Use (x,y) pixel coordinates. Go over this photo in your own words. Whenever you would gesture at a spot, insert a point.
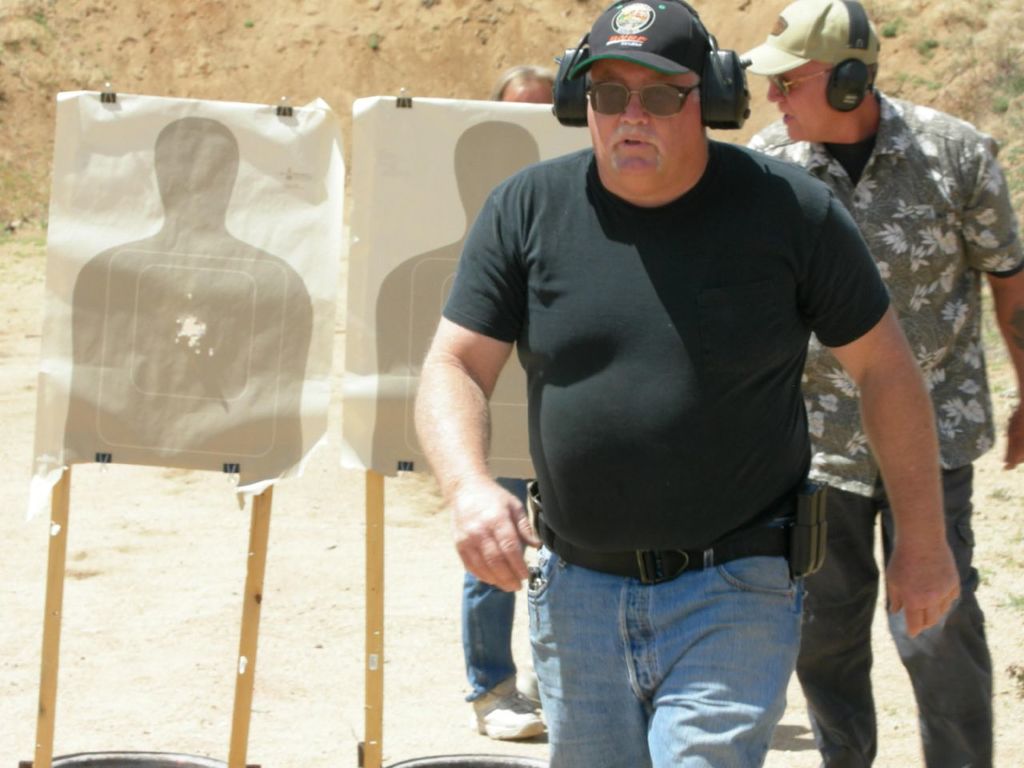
This picture is taken from outside of the city. In this image, on the right side (699,531), we can see a man (677,295) wearing black color shirt (722,298) and keeping headphones (568,83) is walking. On the right side (991,219), we can also see another man (965,143) wearing cap (801,56) and keeping headphones (846,78). In the background (196,212), we can see two charts (400,225) on the painting board (416,331), on that chart (392,346), we can see person figure (417,400). In the background (565,47), we can also see another person (491,618), rocks (281,78), grass (1008,63). At the bottom (148,586), we can see a land (129,741).
